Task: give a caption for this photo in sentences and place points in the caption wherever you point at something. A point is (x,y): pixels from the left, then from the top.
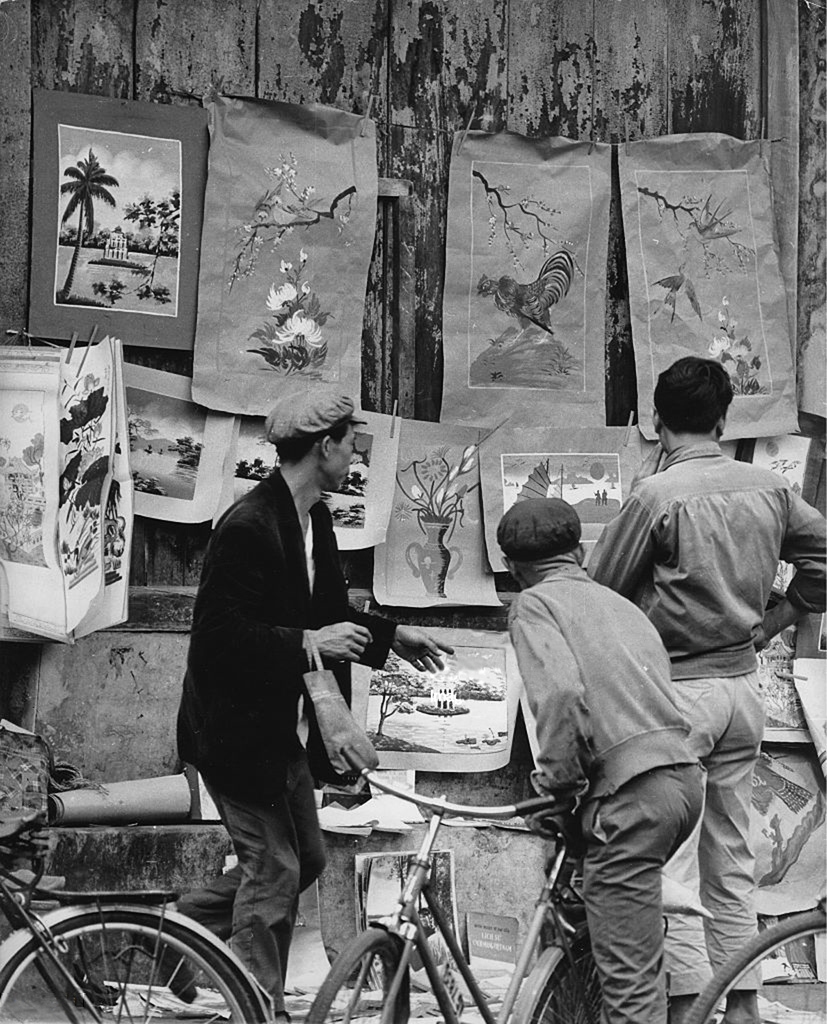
In this image I see 3 cycles (49,962) and 3 men (347,696) over here and there are few arts (207,479) on the wall (121,20).
